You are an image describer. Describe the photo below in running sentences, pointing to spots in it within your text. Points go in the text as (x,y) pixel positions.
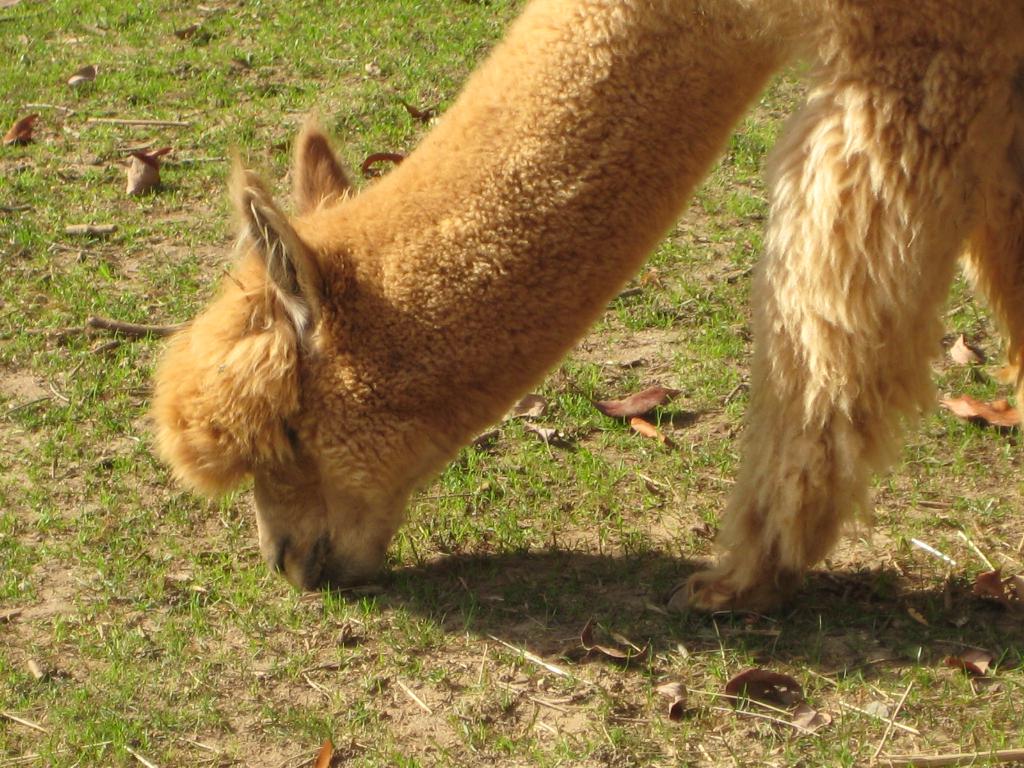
In the image there is an animal (364,255) grazing the grass (498,503).
